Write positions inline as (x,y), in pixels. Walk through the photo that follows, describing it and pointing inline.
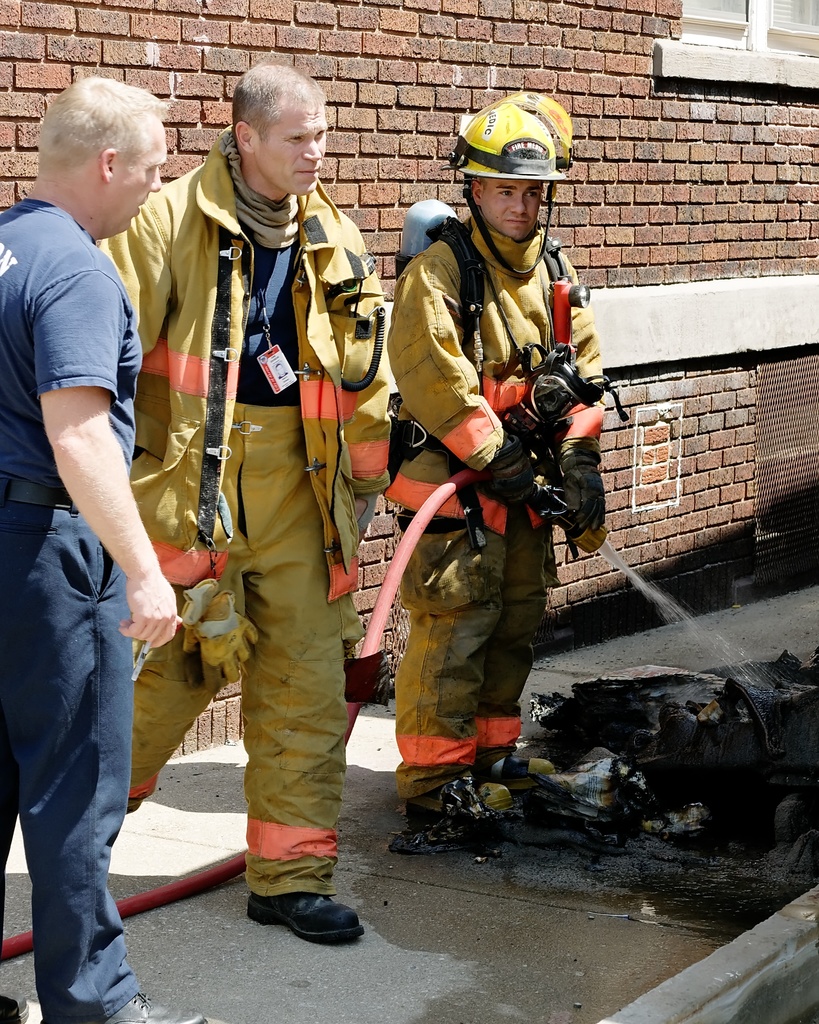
There are three persons (359,340) standing and the person (483,317) in the right (595,468) is holding a pipe (586,544) in his hand (575,524) where water (606,549) is coming from it and there is a building (404,32) behind them which is in brick color.
